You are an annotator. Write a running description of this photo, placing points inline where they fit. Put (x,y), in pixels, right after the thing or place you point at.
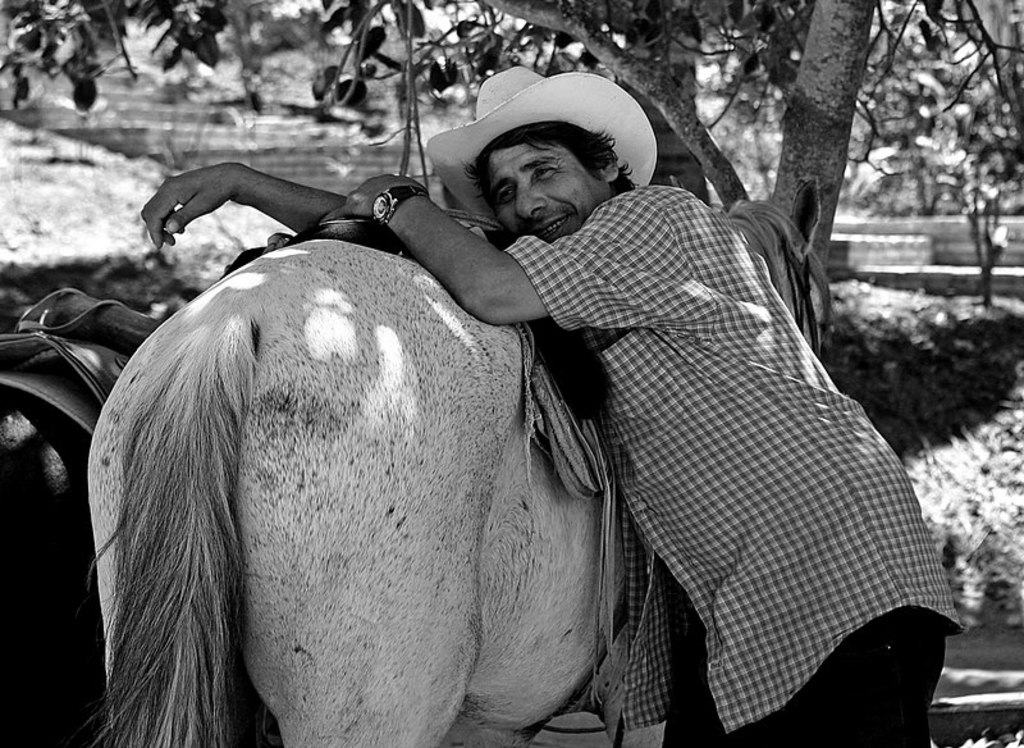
In this image I can see a person (551,221) wearing hat (489,88) and lying on the animal (466,530). At the back (346,52) there are some trees (695,77).
